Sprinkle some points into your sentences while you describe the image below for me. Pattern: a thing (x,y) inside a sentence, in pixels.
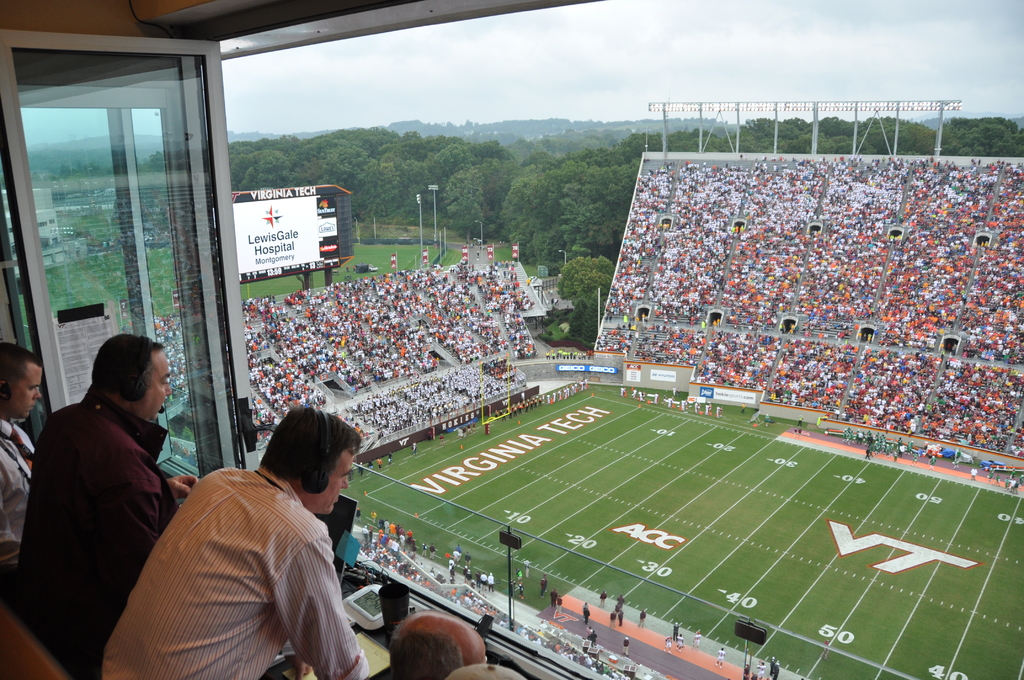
In this picture we can see some people (237,651) and three people (252,628) are wearing headphones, there is a glass door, in front of them we can see a group of people (563,655) and some people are on the ground (785,538), here we can see electric poles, hoarding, advertisement boards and some objects (539,269) and in the background (523,217) we can see a building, trees (519,191), sky (684,89).
